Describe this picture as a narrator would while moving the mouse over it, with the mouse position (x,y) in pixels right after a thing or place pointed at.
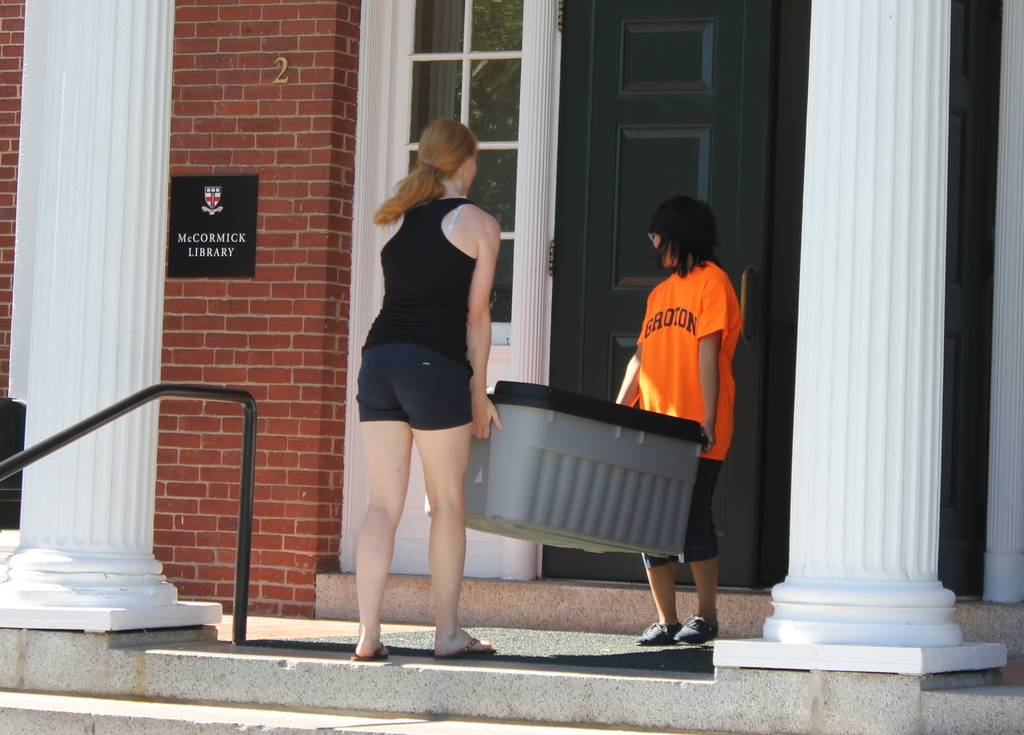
In this image there are two ladies (449,386) holding a box (550,408) their hands (476,398), on either side of the ladies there are two white pillars (107,193), in the background (563,550) there is a door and a wall (267,286).
